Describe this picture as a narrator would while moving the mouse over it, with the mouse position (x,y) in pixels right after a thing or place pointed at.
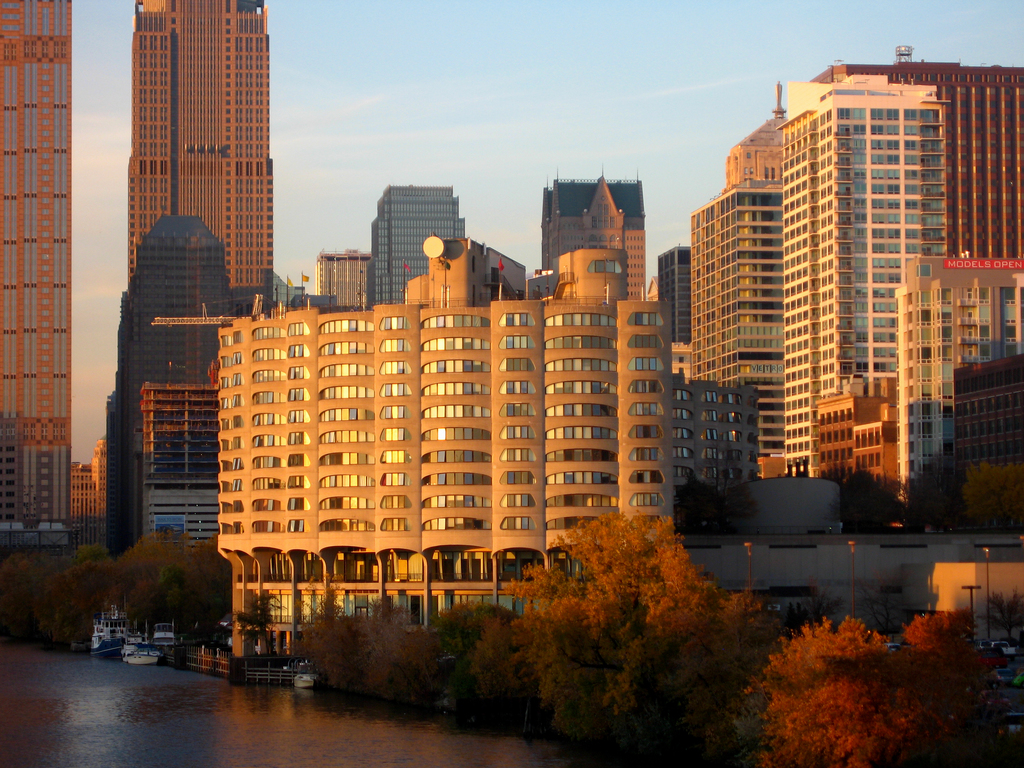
In this picture we can see many buildings (220,304). On the bottom (648,626) we can see trees (633,664). On the bottom left corner (120,620) we can see ships (123,632) and boats (145,664) on the water (91,668). On the right (748,543) we can see street lights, plants (846,664) and cars (1013,648). On the top (444,95) we can see sky (542,64) and clouds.
